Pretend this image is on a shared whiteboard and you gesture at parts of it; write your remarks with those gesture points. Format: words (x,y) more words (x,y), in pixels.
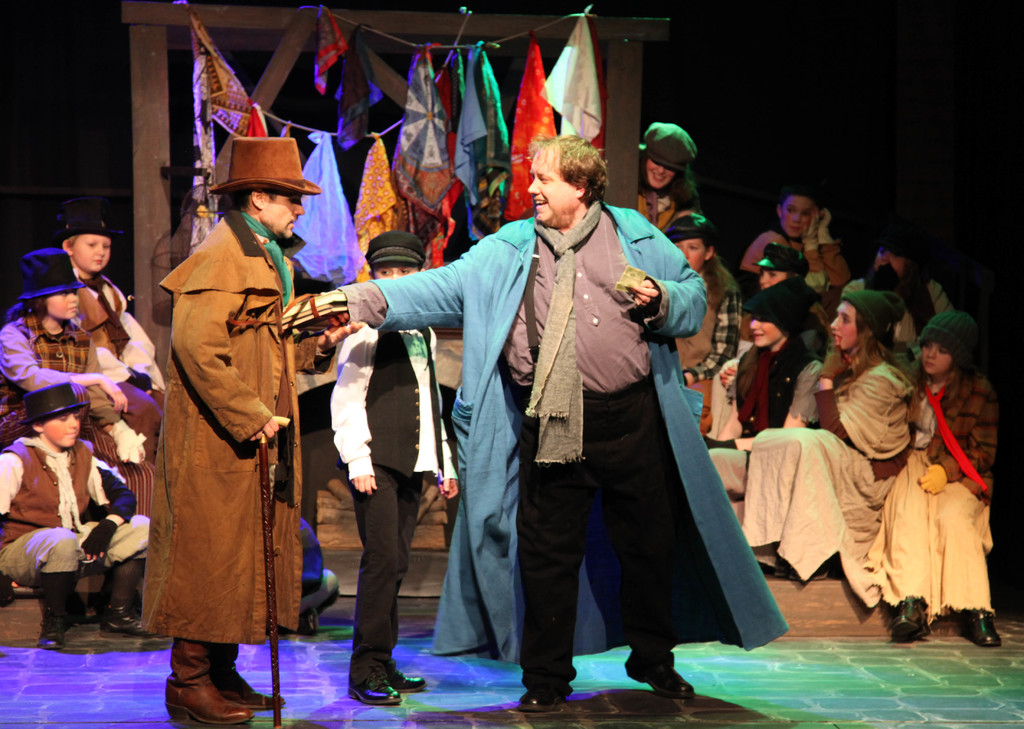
In this image we can see some group of persons (922,480) sitting on stairs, in the foreground of the image (299,355) there are two persons (304,357) wearing blue and brown color suits (268,386) standing and in the background of the image (349,147) there are some handkerchiefs (318,139) hanged to the hanger (148,188).
